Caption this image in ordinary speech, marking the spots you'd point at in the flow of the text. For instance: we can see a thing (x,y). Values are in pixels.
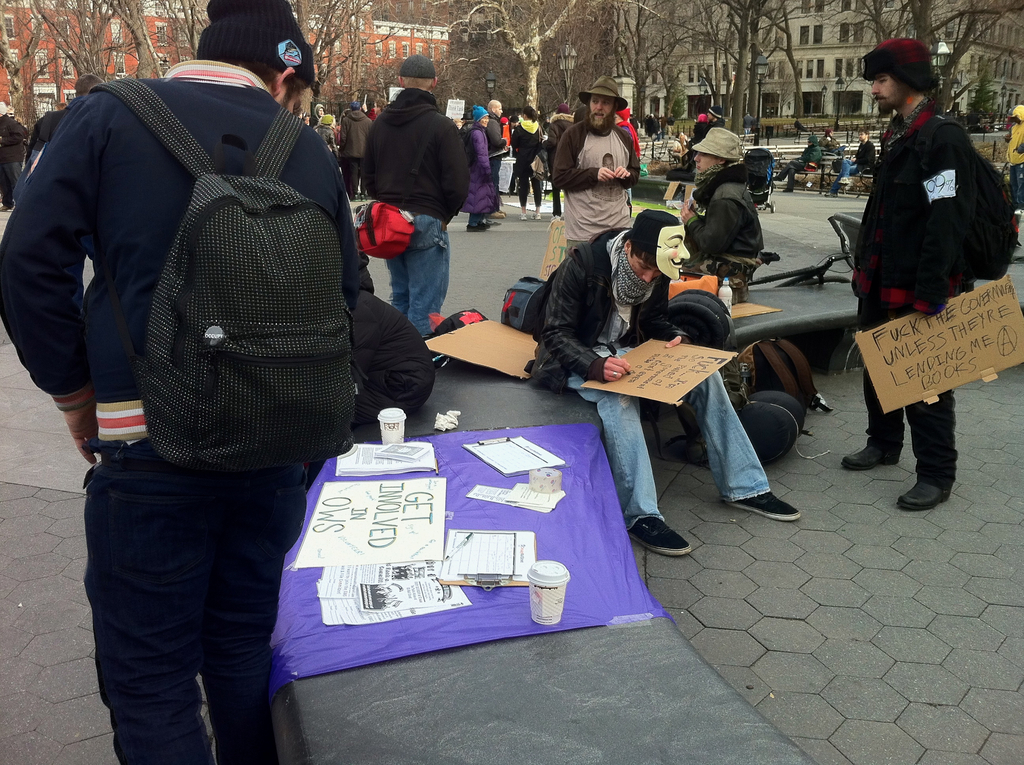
In this image we can see people (116,168) standing and some of them are sitting. There are boards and we can see glasses (406,415) and papers (477,558). In the background (324,10) there are trees (449,71) and buildings (782,62).
